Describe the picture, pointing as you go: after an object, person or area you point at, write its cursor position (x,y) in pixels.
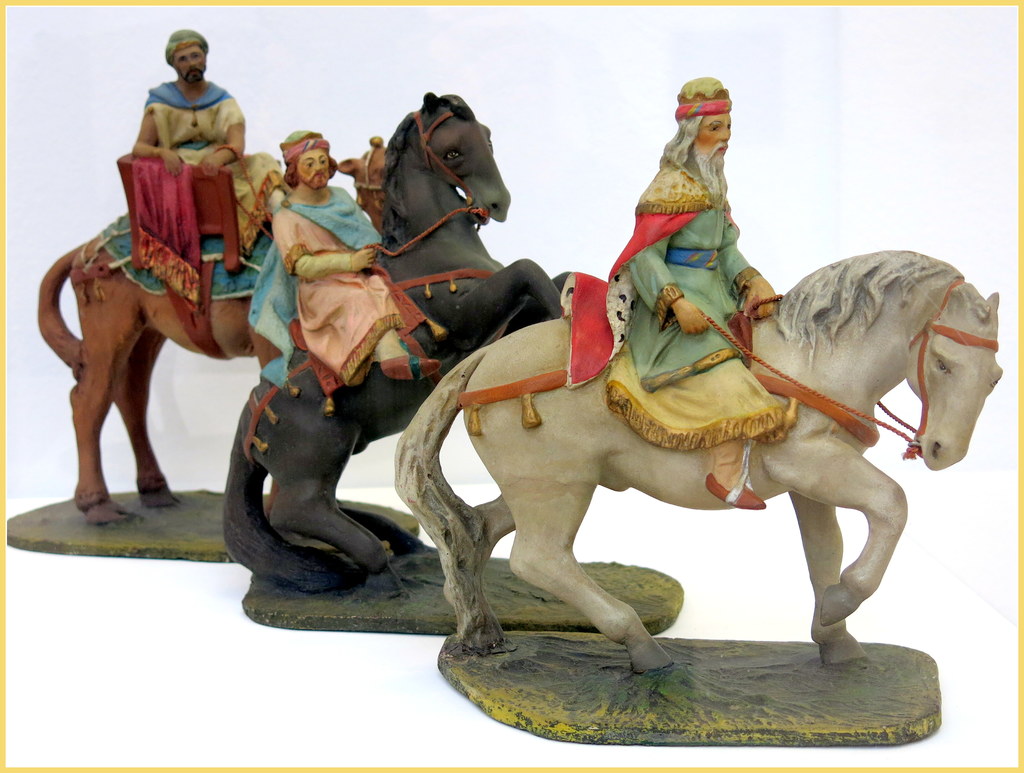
In the center of the image (399,301) we can see toys (374,391) of horses (414,389) and persons (653,316).
